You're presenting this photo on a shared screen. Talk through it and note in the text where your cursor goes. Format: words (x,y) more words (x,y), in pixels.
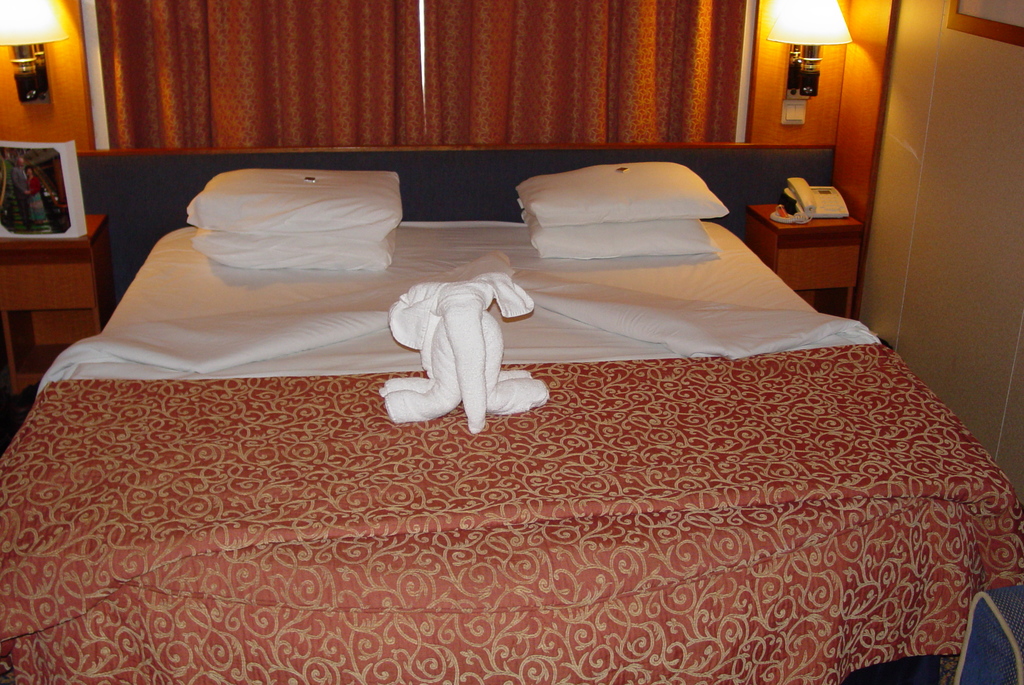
In this picture I can see a bed (622,279) with blankets (668,325) and pillows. I can see a photo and a landline telephone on the bedside tables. There are curtains (579,104), lamps (785,15) and some other objects (978,19).
